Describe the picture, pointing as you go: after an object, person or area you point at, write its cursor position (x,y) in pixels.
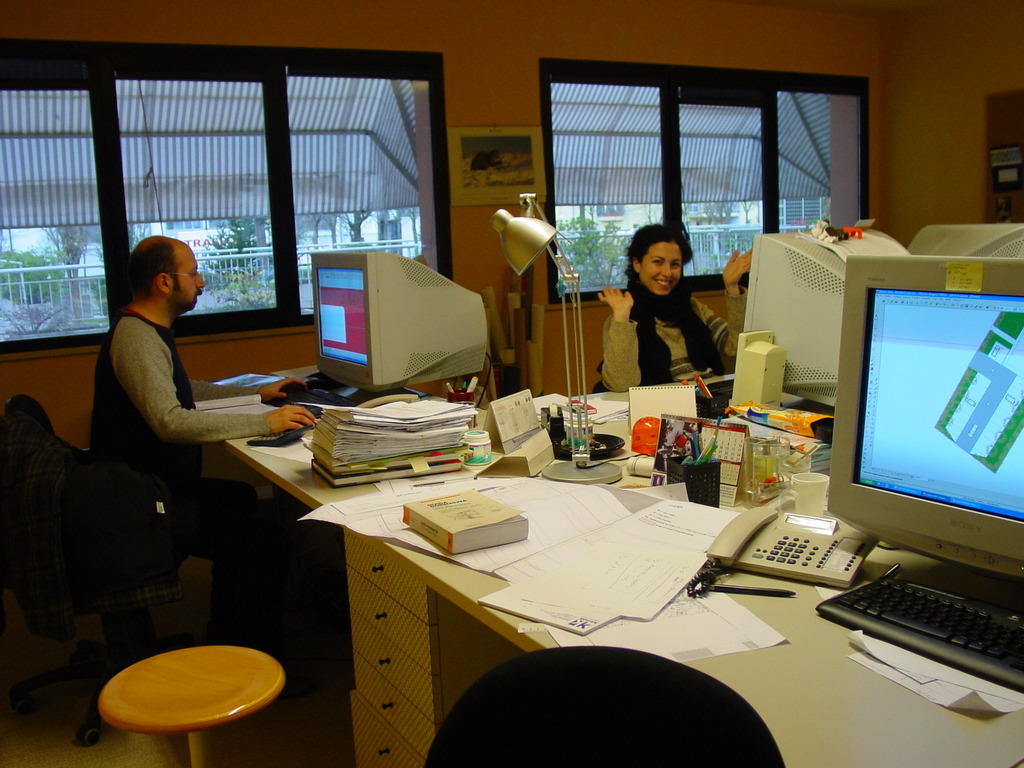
In the image we can see two persons (613,385) were sitting on the chair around the table (575,524). On table (484,514) we can see monitor (413,328), books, papers (576,590), and phone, calendar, glass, lamp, mouse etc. In the background (588,44) there is a wall (370,44) and window (438,226). In the bottom (604,722) we can see one stool (107,711) and one chair (571,710).
